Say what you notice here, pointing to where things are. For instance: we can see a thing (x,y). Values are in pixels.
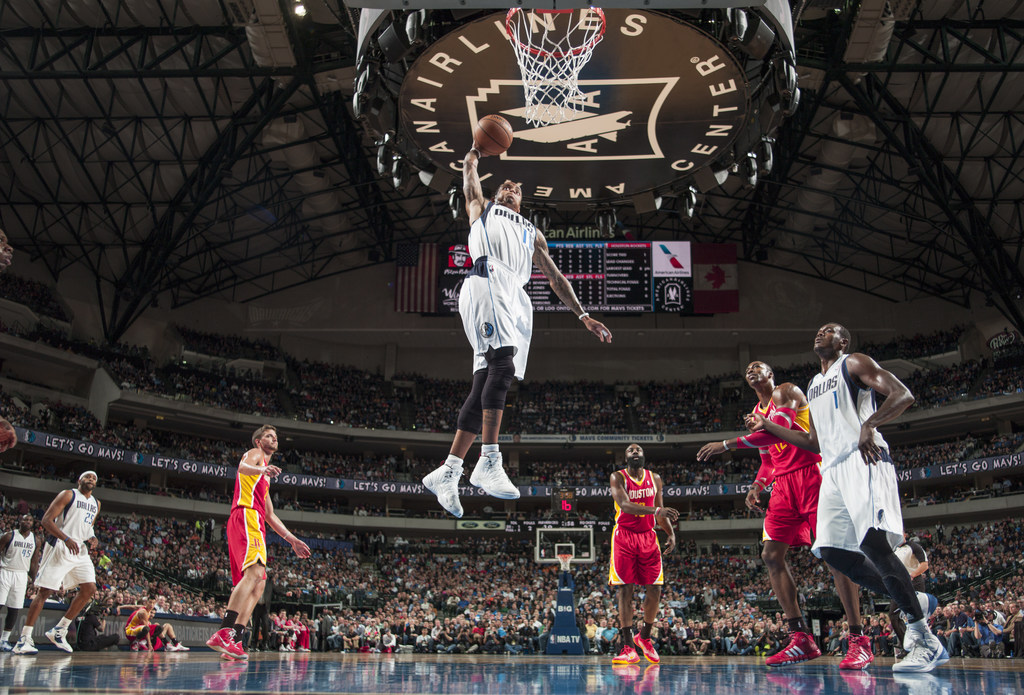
This picture looks like a stadium (336,340), in this image we can see a few people (552,478), among them, some people (508,376) are playing the basketball, also we can see a basketball net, at the top (238,130) we can see some metal rods (249,116) and a screen (643,296) with some text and images (680,296).
